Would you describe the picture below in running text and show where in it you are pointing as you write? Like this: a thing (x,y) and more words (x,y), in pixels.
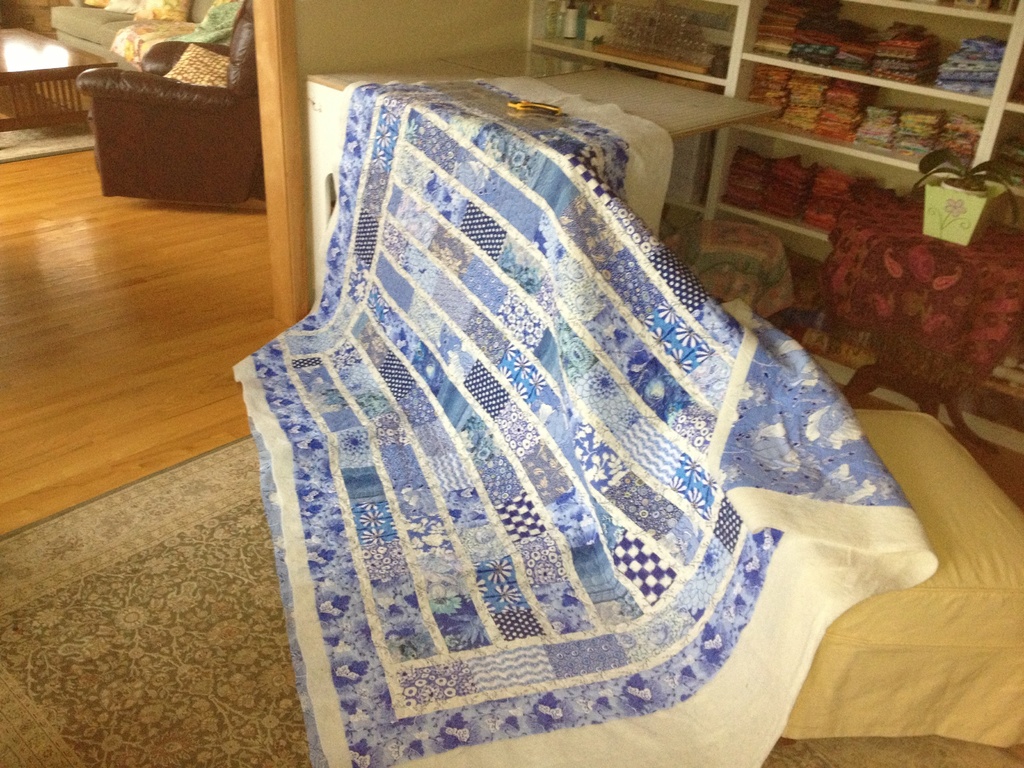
in this picture we can see a room (650,102) with table (623,77), racks (801,140) with clothes (937,78) in it, flower pot (952,199) with plant (963,180) in it and on left side (140,87) we can see a sofa (149,50) with pillows (212,84) on it and table (30,49), floor (170,230).
